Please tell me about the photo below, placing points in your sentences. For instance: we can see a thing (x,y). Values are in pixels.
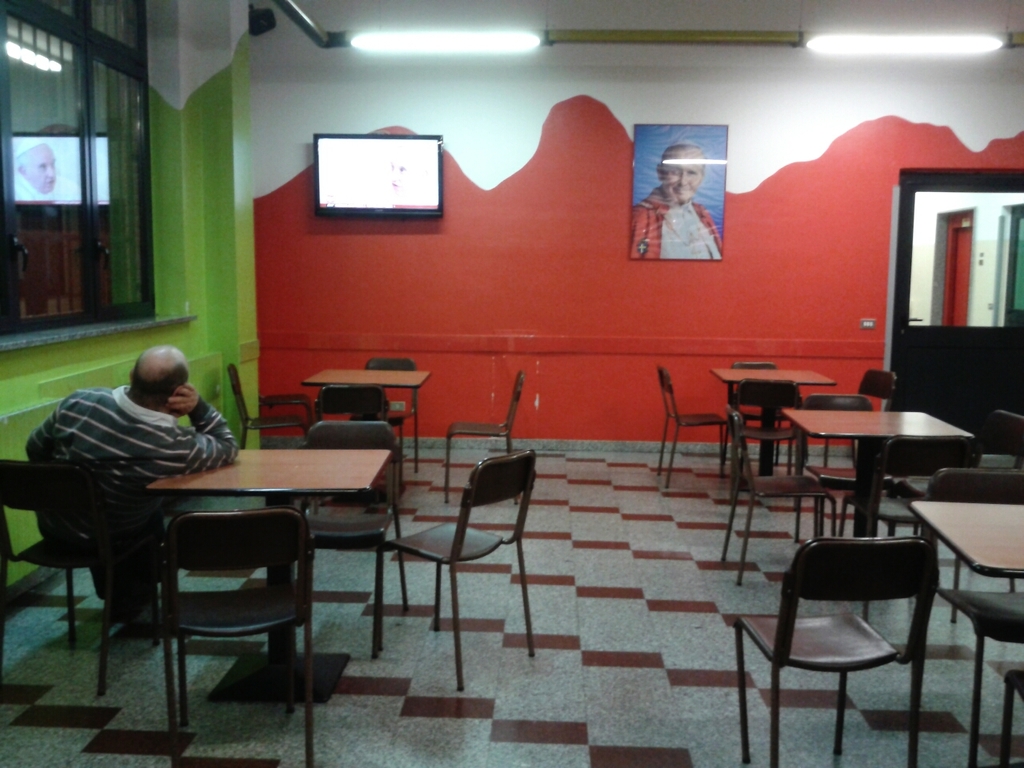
In this image we can see chairs (214,540) and a man (186,412) sitting on one of it, tables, display screen (417,183), door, electric lights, windows (124,162) and a photo frame (667,204) to the wall (676,274).
